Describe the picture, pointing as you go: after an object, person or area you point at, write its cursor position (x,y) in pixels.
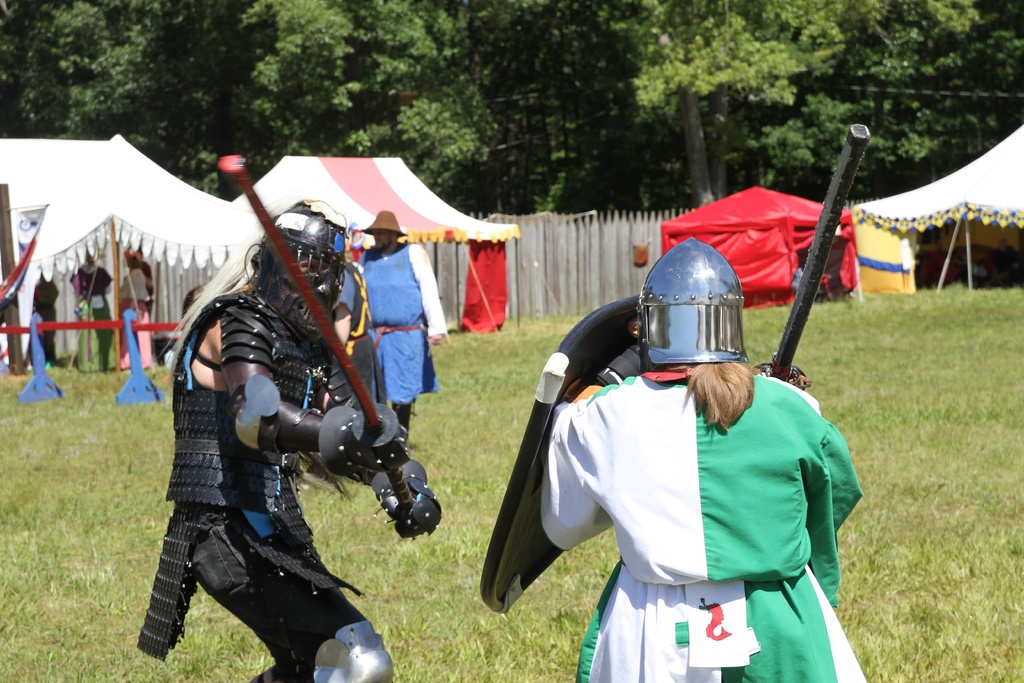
In this picture we can see a group of people (794,537) standing on the ground (94,416), tents (246,204), fence (631,255), shield (547,559) and in the background (414,102) we can see trees (414,102).
